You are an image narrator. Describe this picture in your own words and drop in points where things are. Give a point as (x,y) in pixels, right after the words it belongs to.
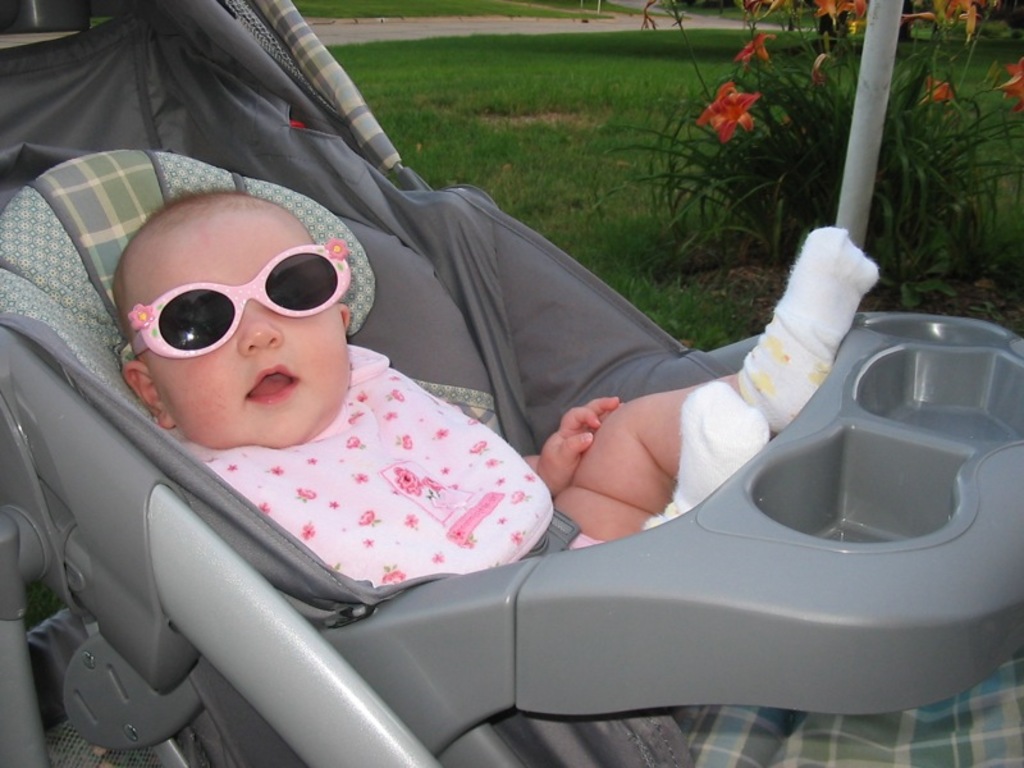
This image consists of a stroller (32,295). In that there is a baby (652,516). She is wearing goggles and socks (772,353). There is a plant (727,124) in the top right corner (820,134).
